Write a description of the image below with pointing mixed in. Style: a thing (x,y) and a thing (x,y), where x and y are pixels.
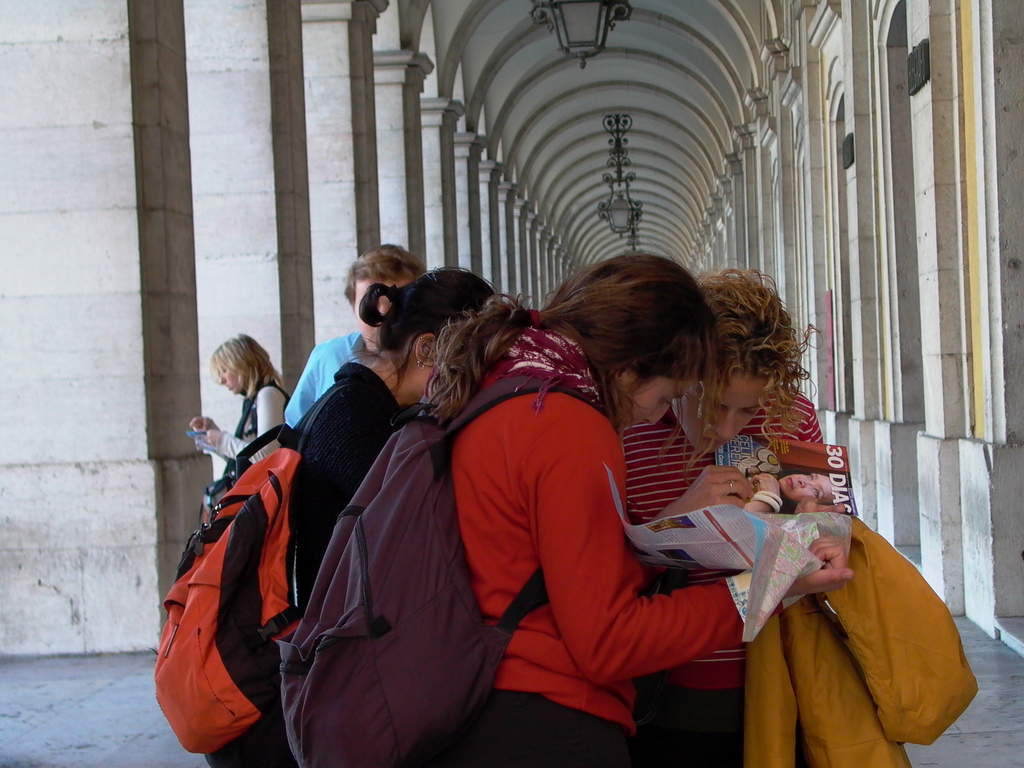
In this image in the foreground (853,564) we can see there are some people (259,371) standing and a girl (553,568) in the middle (597,461) wearing a bag (431,413).
